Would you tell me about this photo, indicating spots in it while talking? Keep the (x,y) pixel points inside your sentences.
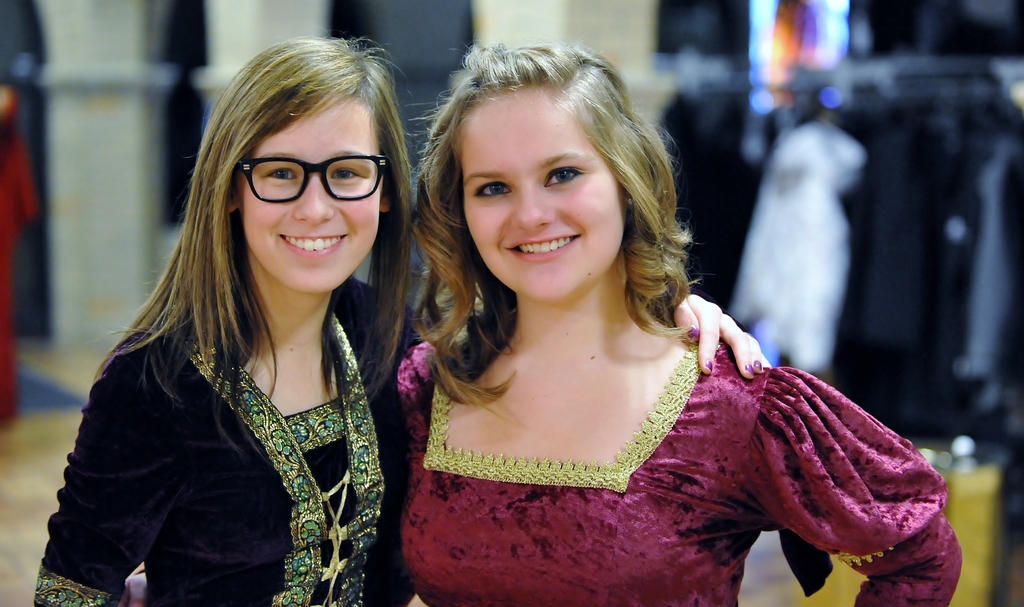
In this image we can see two girls (455,355) are smiling. One girl (636,365) is wearing pink color dress (567,523) and other girl (331,434) is wearing black color dress (259,484) with specs (337,165).
